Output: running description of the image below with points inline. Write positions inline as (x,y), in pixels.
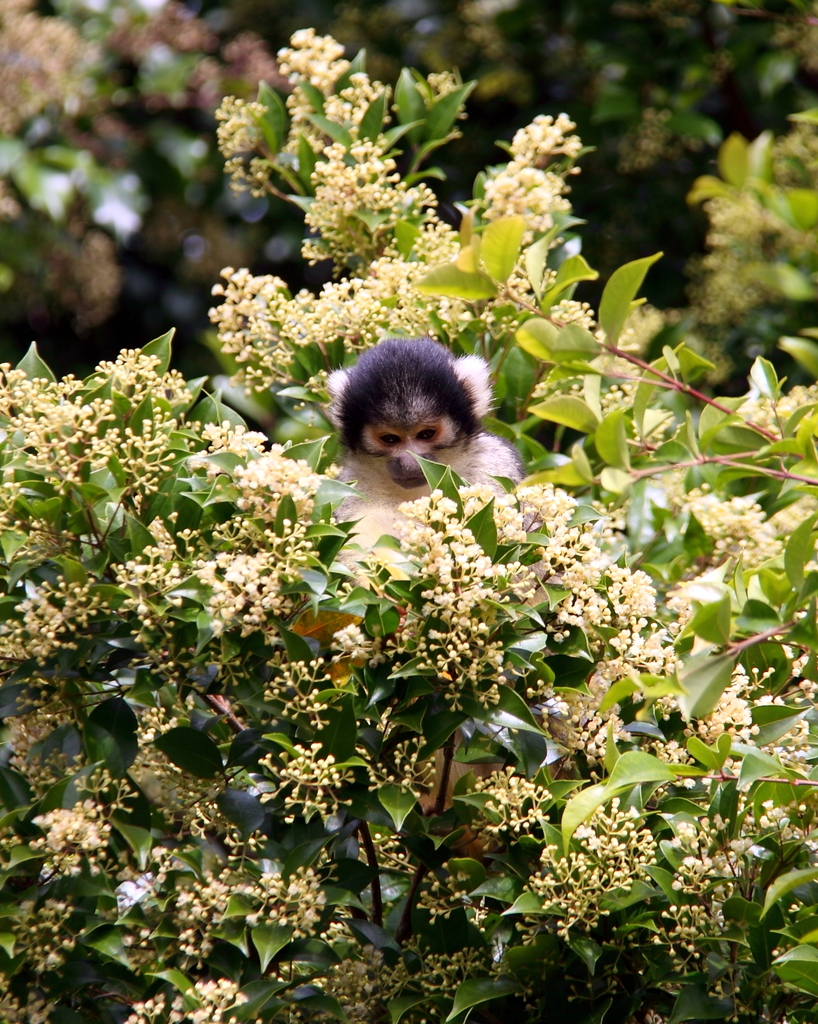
In this picture we can see a few plants (120,553) and an animal (494,448). There are a few plants (155,287) visible in the background (64,186). Background (153,297) is blurry.
